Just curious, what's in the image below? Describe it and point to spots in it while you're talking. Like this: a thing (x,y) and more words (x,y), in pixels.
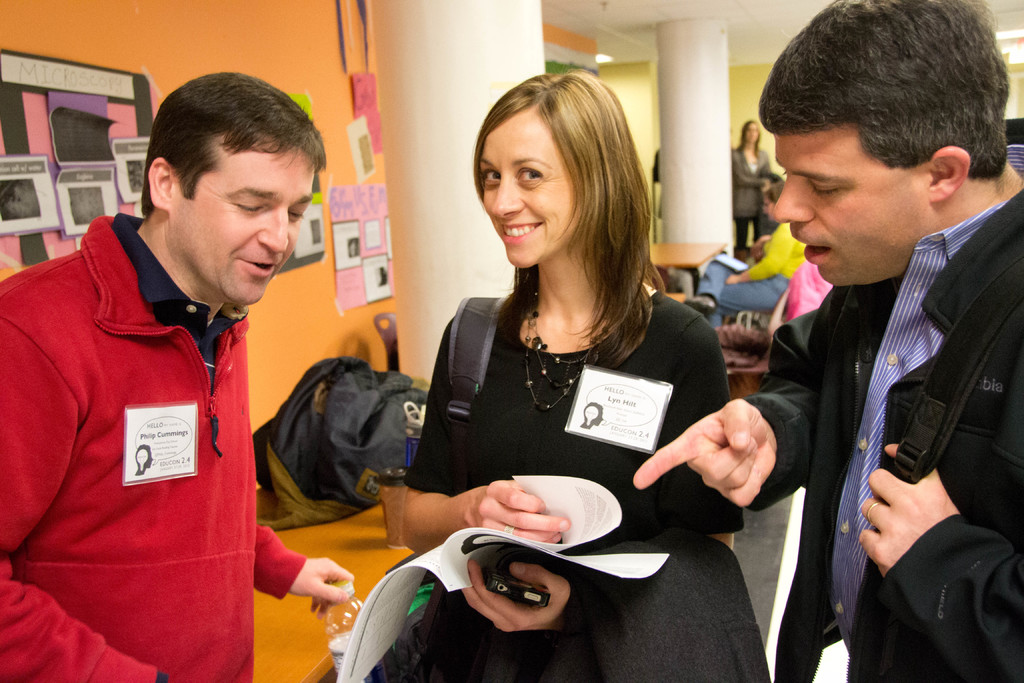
In this picture I can see few people (641,191) standing and I can see a woman (516,417) holding a book (458,570) and a mobile (545,598) in her hands (490,620). I can see few papers (64,133) on the board (146,121) and few posters (359,199) on the wall (325,235). I can see a woman (772,272) sitting and couple of tables (368,526) and few lights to the ceiling (765,7) and it looks like a jacket (307,477) on the table (371,528).
